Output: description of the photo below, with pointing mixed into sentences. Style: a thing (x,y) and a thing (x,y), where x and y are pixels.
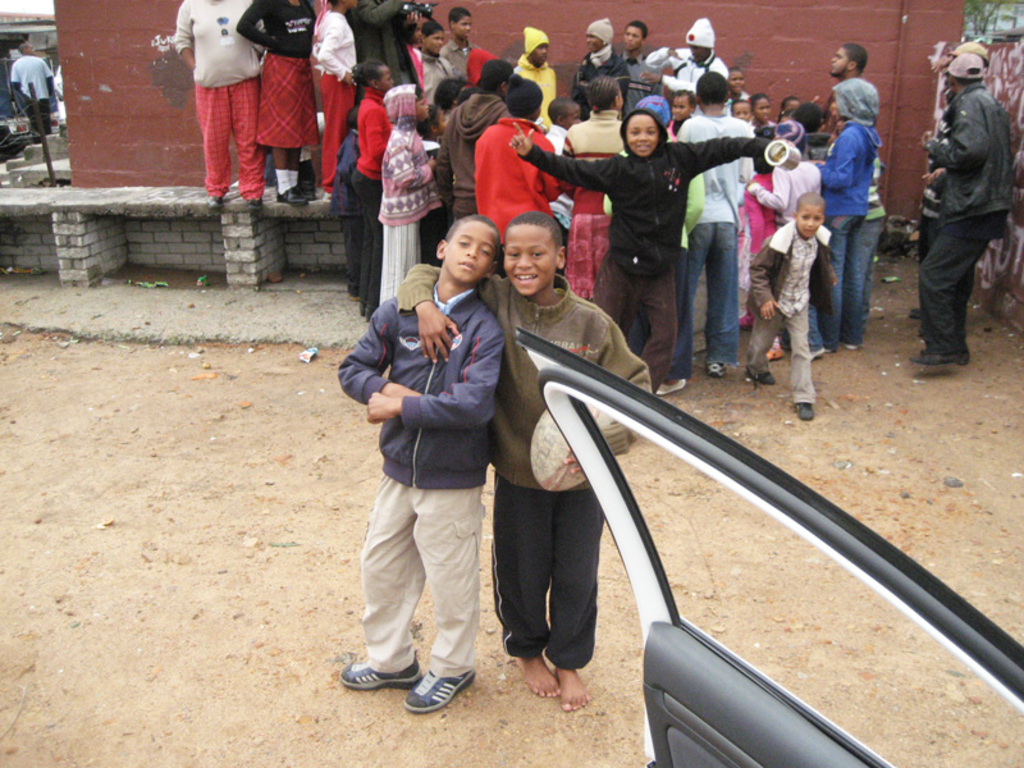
In this image I can see group of people (492,397) standing. In front (530,541) the person (512,369) is wearing brown and black color dress (510,392) and the person (479,457) at left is wearing purple and cream color dress (452,424) and I can also see the car door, background (144,51) the wall (66,48) is in brown color.
